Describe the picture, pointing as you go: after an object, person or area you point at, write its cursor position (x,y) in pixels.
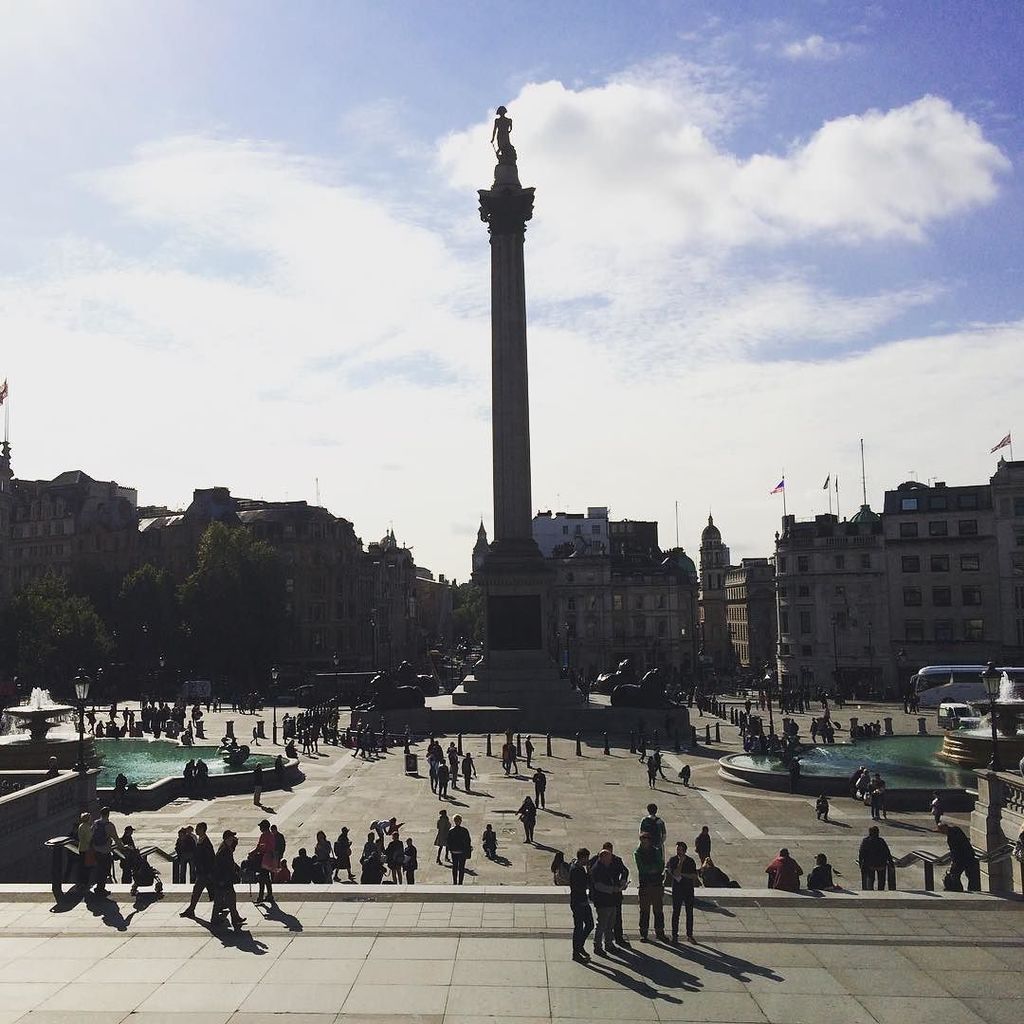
In this picture we can observe some people (341,845) standing. Some of them were walking and some of them were sitting. There is a tall pillar (506,394) and there is a statue (502,163) on this pillar (506,446). We can observe fountains (45,732) on either sides of this image. There are trees (210,590) and buildings (664,578). We can observe a bus (952,678) on the right side (952,678). In the background (696,332) there is a sky (348,280) with clouds (710,296).
